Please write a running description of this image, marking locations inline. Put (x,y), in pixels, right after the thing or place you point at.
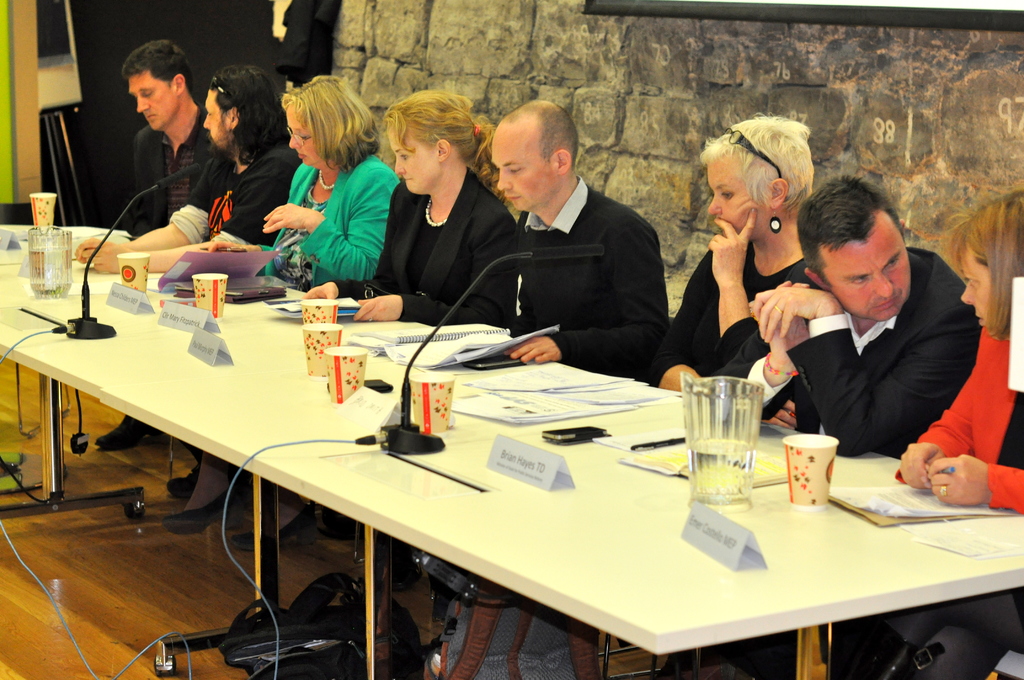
There are few people (556,206) both men (631,236) and women (336,98) sitting on the chair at the table (533,374). On the table (143,328) we can see microphones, jug (727,455), cups (416,404), papers (404,355), books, files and a mobile (561,436). Behind them there is a wall (869,129).
